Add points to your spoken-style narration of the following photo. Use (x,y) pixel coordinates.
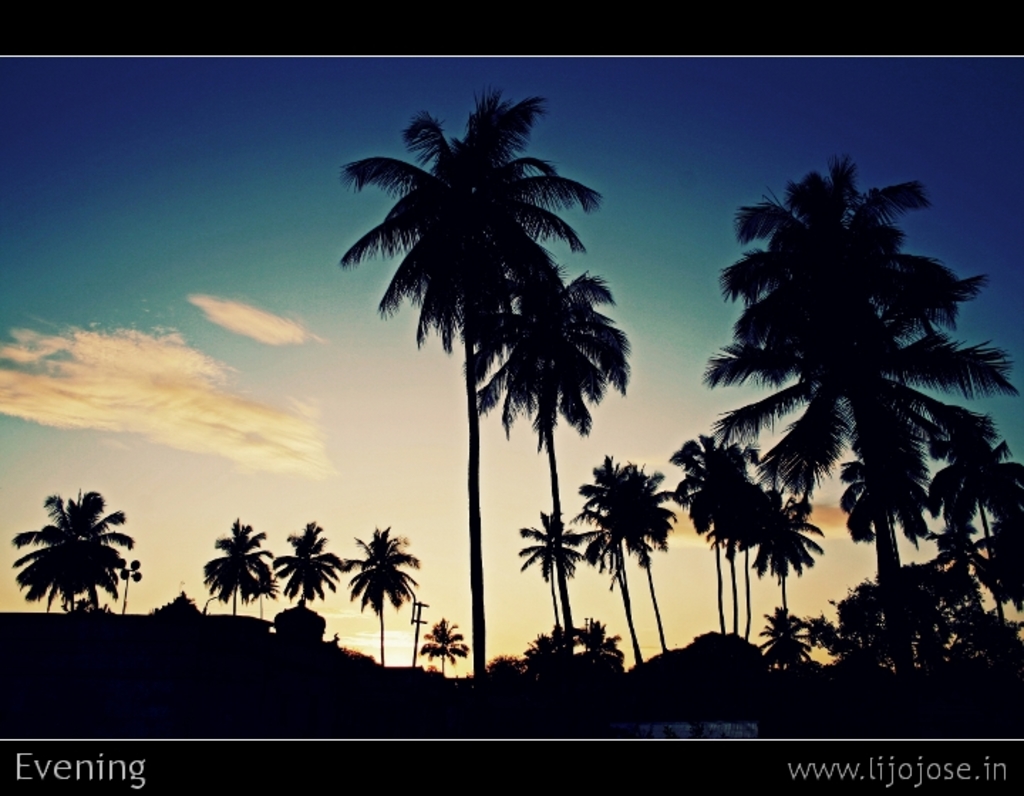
Trees (426,331) are far away from each other. Sky (814,495) is in blue color. Far there is a pole (415,645).
